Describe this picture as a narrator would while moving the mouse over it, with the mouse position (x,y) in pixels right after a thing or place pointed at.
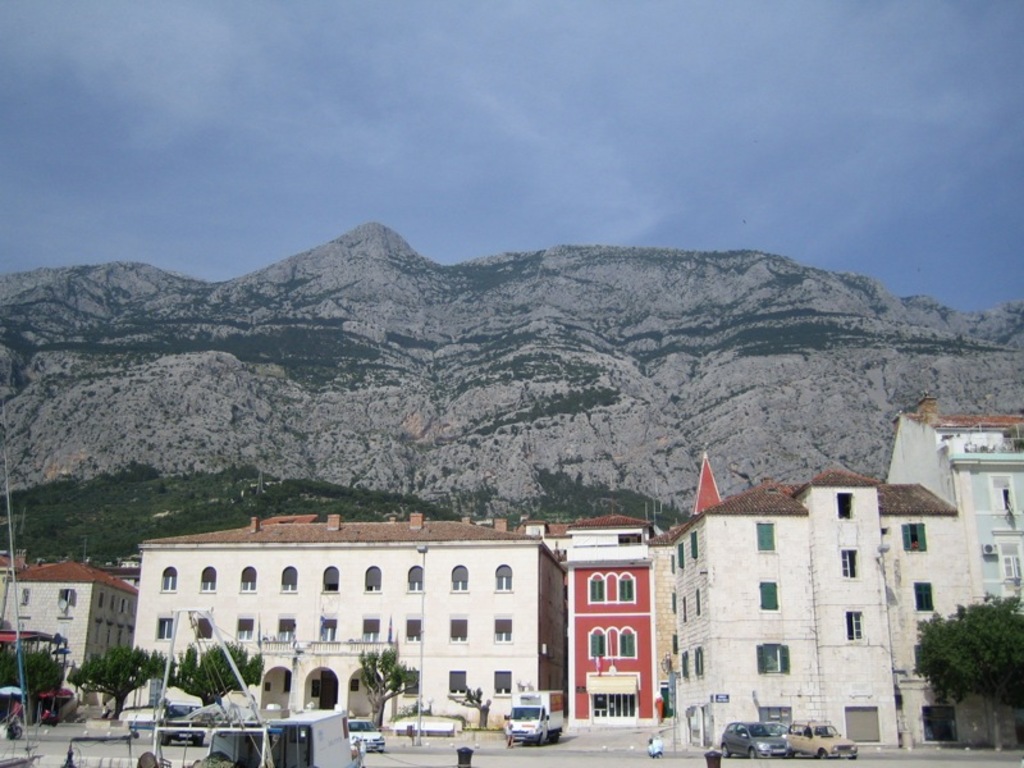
In this image, we can see some buildings (638,635) and trees (961,646). There is a hill (593,392) in the middle of the image (483,403). There are some vehicles (744,743) at the bottom of the image (654,738). There is a sky (576,49) at the top of the image (515,50).
